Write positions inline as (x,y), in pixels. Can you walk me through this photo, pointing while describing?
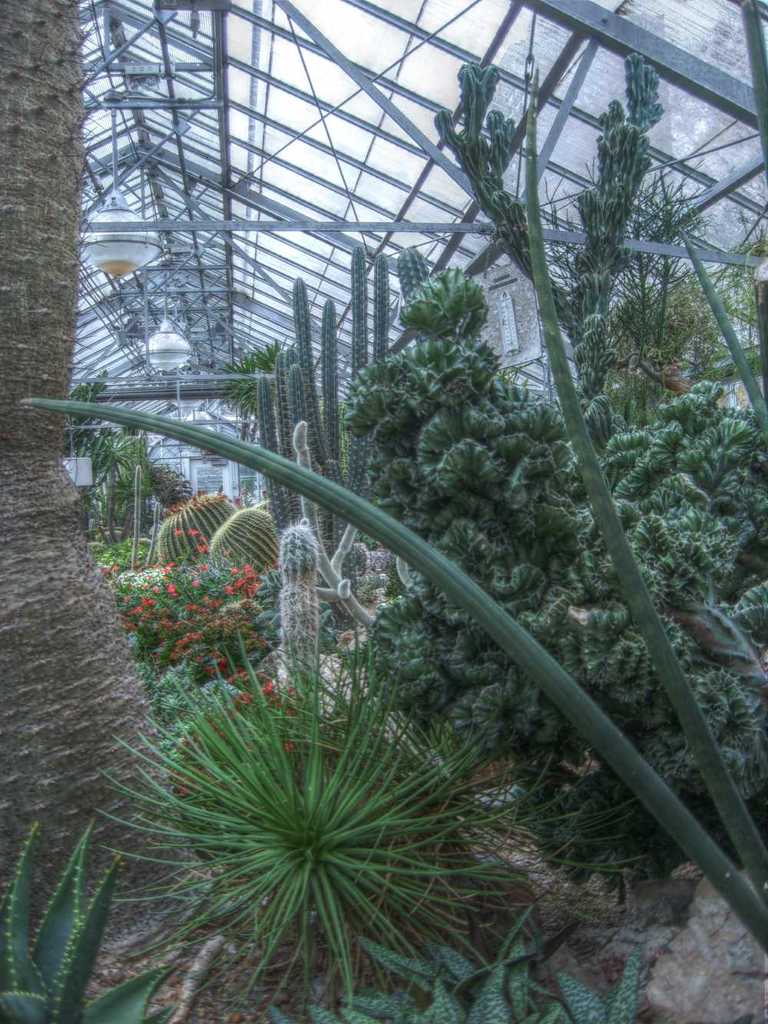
In this image there are few cactus plants (224,540). Few other plants (212,659) are having few flowers (170,593) to it. Left side (18,604) there is a tree trunk (67,689). Few lights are hanged from the metal rods (182,202) which are fixed to the roof (340,110).
